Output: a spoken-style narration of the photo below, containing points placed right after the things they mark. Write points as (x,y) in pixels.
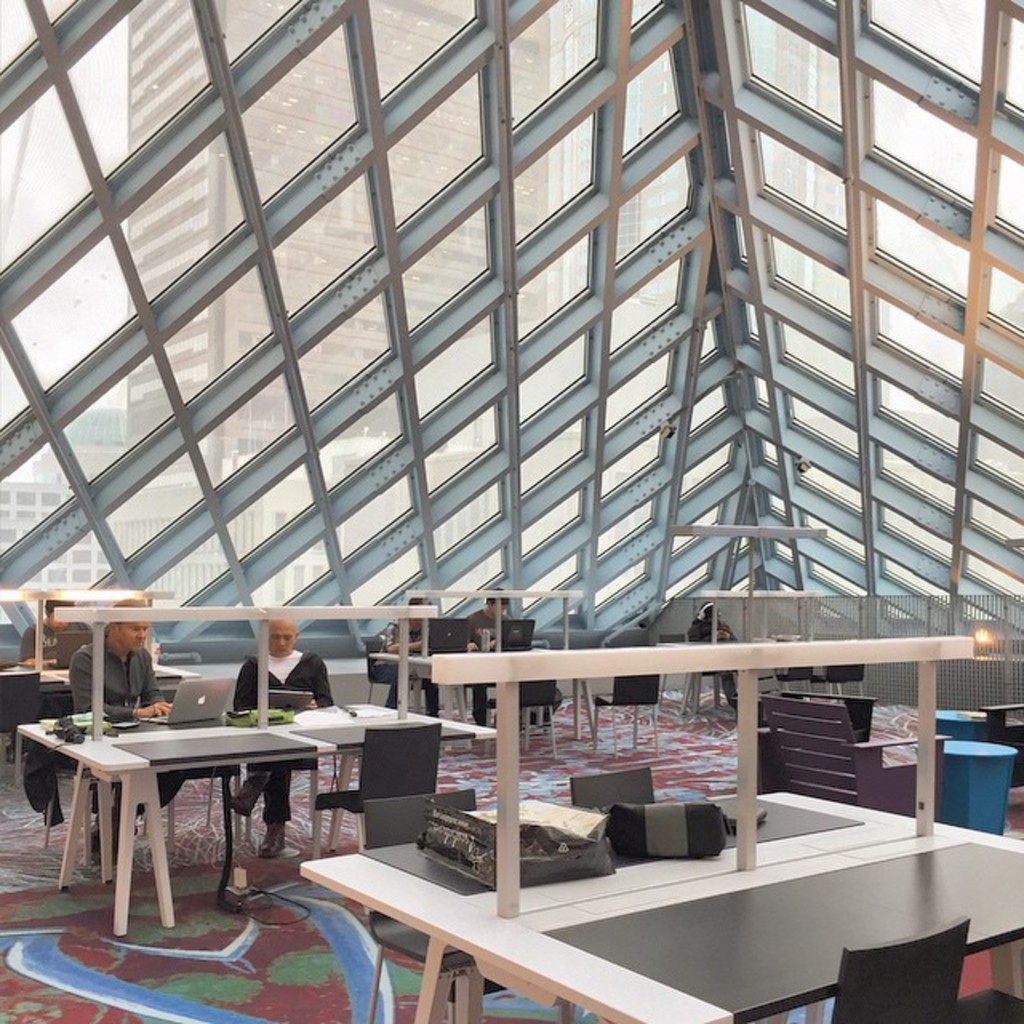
This image is clicked inside the building (578,371). On the right (846,716) there are many number of chairs (846,716) and a person (704,632) sitting on the chair (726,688). In the bottom right (804,855) there is a table (689,923) and there are two bags (631,837) placed on the top of the table (761,948). In the left (130,685) there are two persons (130,667) sitting on the chair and working on Laptop (232,697) and behind them there is one person (48,641) sitting on the chair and working on Laptop (68,646) and right next to him there are two more persons (494,614) sitting on the chair (377,677) and working on Laptop (522,650). In the background (536,280) we can see the roof (433,69) of the building (452,62), Skyscraper (390,29) and the sky (99,93).
